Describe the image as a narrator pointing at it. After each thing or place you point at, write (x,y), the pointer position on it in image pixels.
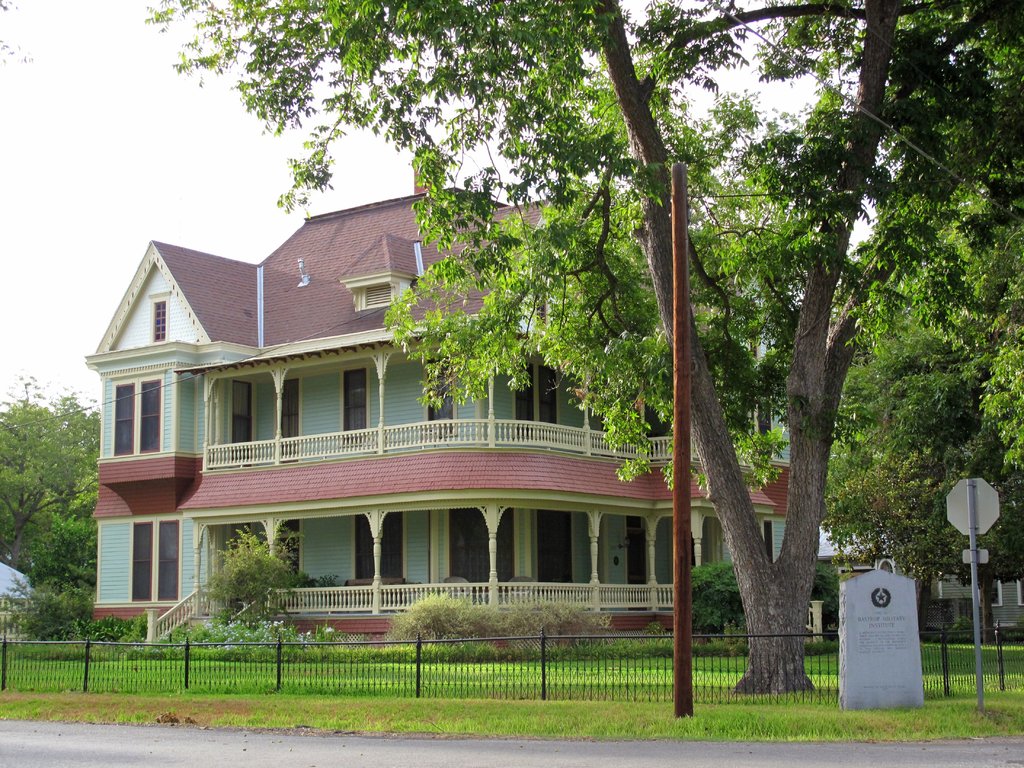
In this image we can see a building (389,367) with a group of windows (170,579) on it. On the right side of the image (784,326) we can see a group of poles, trees (746,546), metal fence (933,659) and in the background (76,242) we can see the sky (115,217).
